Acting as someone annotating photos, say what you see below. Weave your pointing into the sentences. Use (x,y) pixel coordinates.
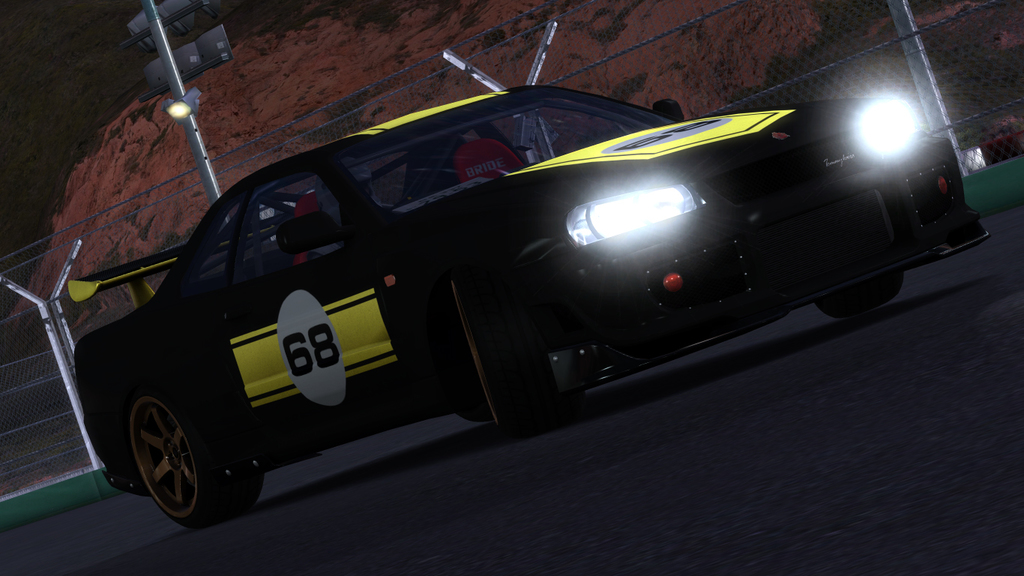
In the center of the image (636,279) we can see a car (203,436) on the road (804,501). In the background (761,30) there is a mesh (442,72), pole (198,152) and a hill (254,127).
